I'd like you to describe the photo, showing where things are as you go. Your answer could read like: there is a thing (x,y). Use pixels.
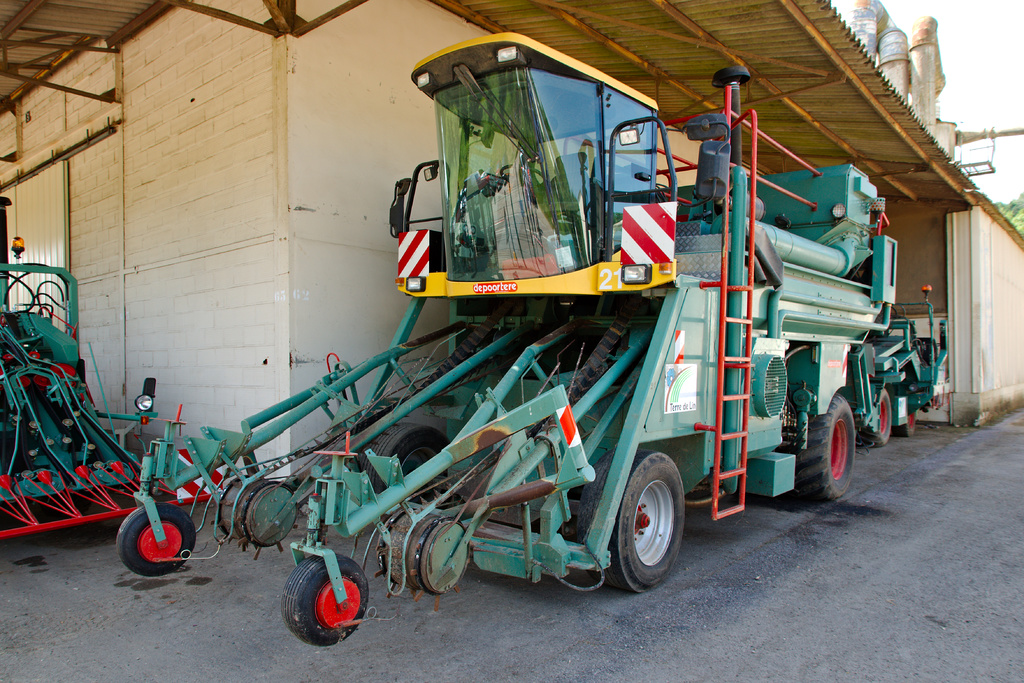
There is a vehicle (511,328). On the vehicle (557,358) there is a ladder (743,320). In the back (246,186) there is a building (263,44).
